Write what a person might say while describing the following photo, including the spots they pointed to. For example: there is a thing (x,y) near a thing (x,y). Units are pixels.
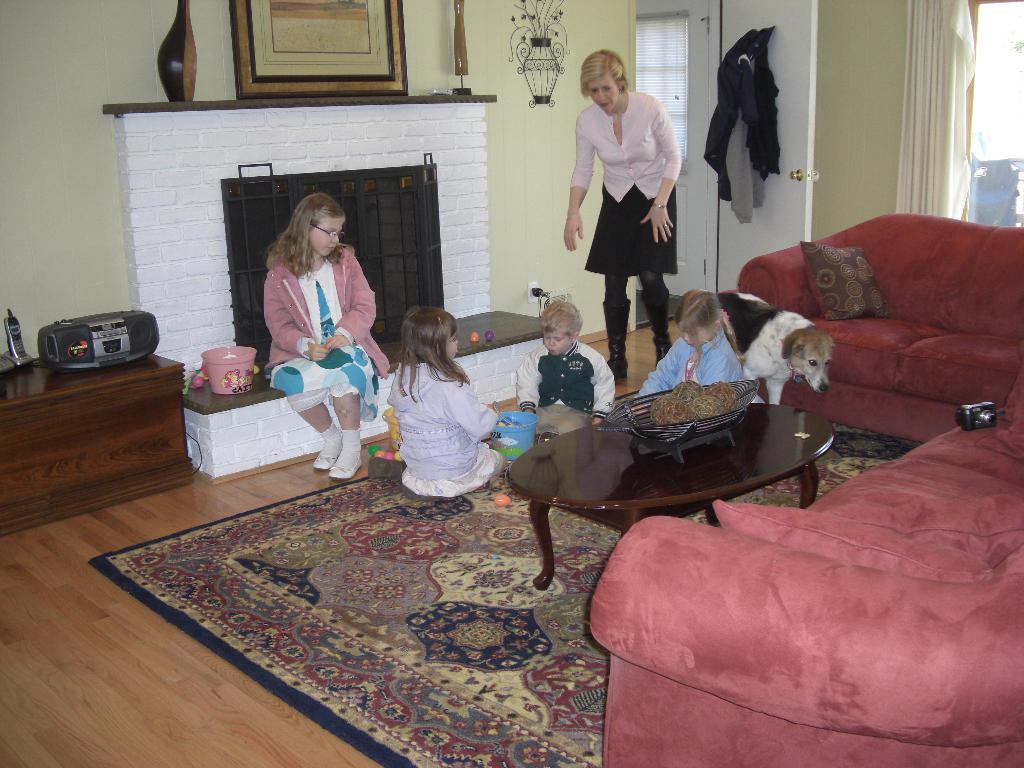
In this image i can see four kids (408,380) sitting, a dog (762,342) and a woman (656,269) standing. I can see a table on which there are few objects (712,408), a couch (902,312), a cushion (873,288) and a camera (976,408). In the background (91,326) i can see a tape recorder (69,346), a cell phone (9,359), a fire place (231,277), the wall (59,76), a photo frame (360,15) few clothes (724,148), door (778,30), window blind (656,48) and the curtain (923,133).
